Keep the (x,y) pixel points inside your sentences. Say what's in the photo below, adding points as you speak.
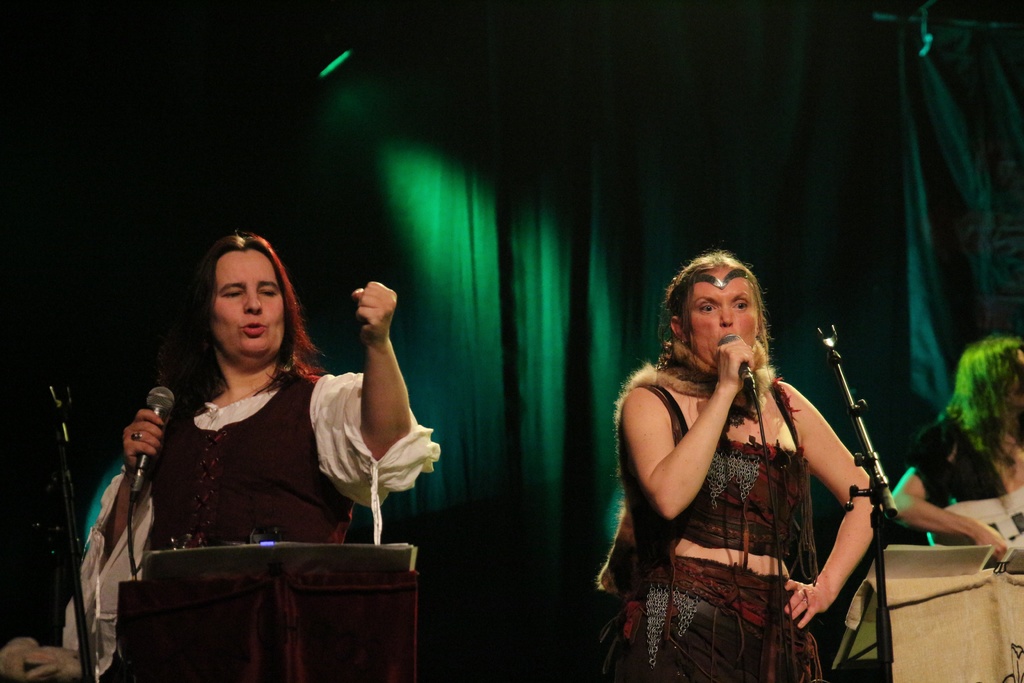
In this image I can see few women (743,642) are standing and few of them are holding mics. I can also see they are wearing costumes (362,453).
